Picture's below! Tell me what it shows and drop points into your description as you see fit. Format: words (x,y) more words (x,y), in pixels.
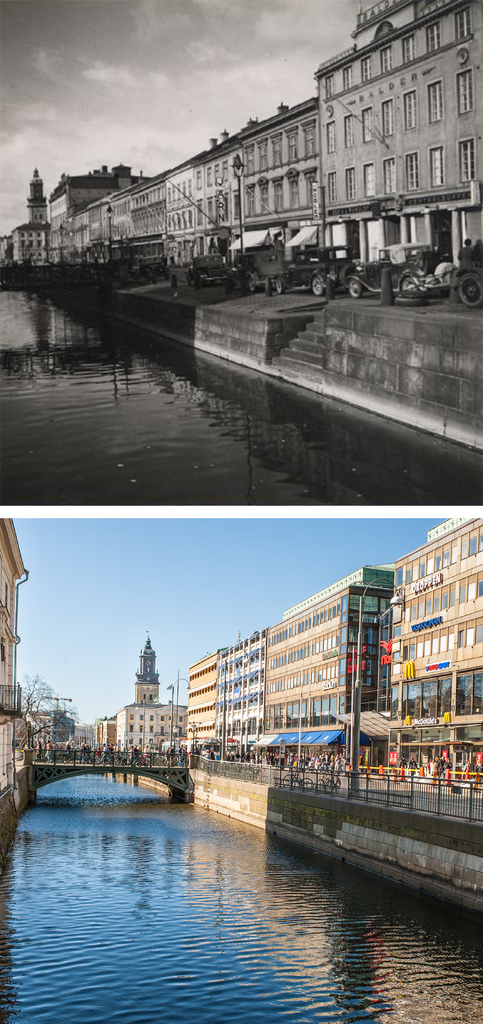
In this picture there are two frames. At the top frame I can see the buildings (232,232), street lights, water (274,429), stairs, people (469,266) and cars (331,252). At the bottom (68,753) I can see many people (97,757) were crossing the bridge (141,752). On the right (447,730) and left I can see many buildings (323,732). In front of the buildings (413,727) I can see the bicycle (292,781) which are parked near to the fencing (280,779). At the top of the frame I can see the sky (86,22) and clouds (84,13). At the bottom (257,953) I can see the water flow (137,911).
